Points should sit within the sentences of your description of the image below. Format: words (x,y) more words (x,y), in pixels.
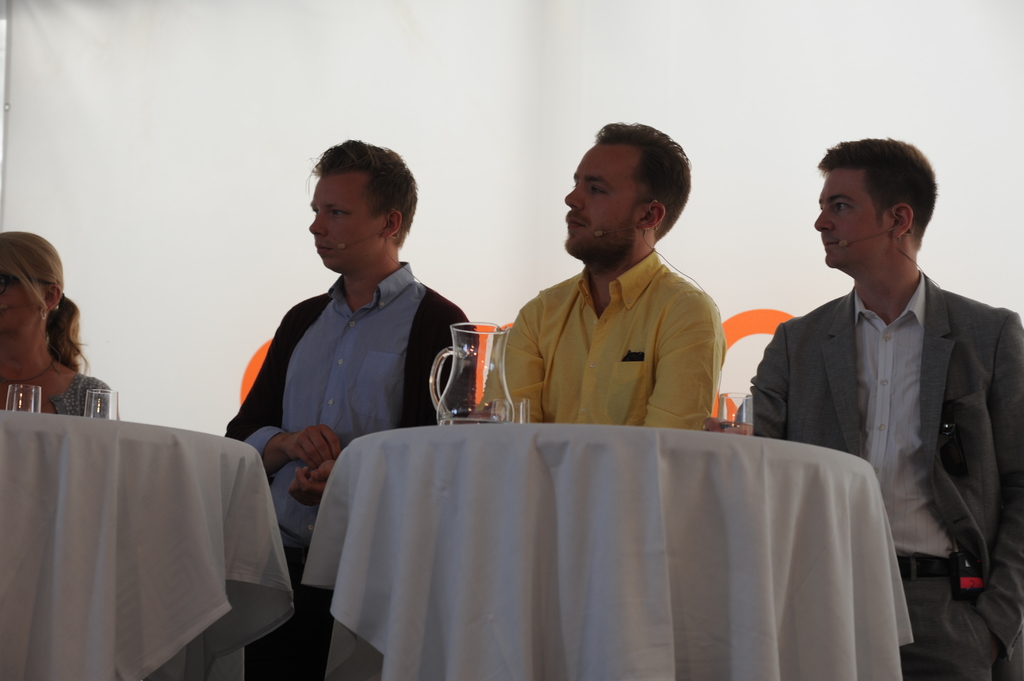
As we can see in the image there is a cloth (245,252), few people (313,350) standing and there is a table (131,430). On table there are glasses (23,400).
